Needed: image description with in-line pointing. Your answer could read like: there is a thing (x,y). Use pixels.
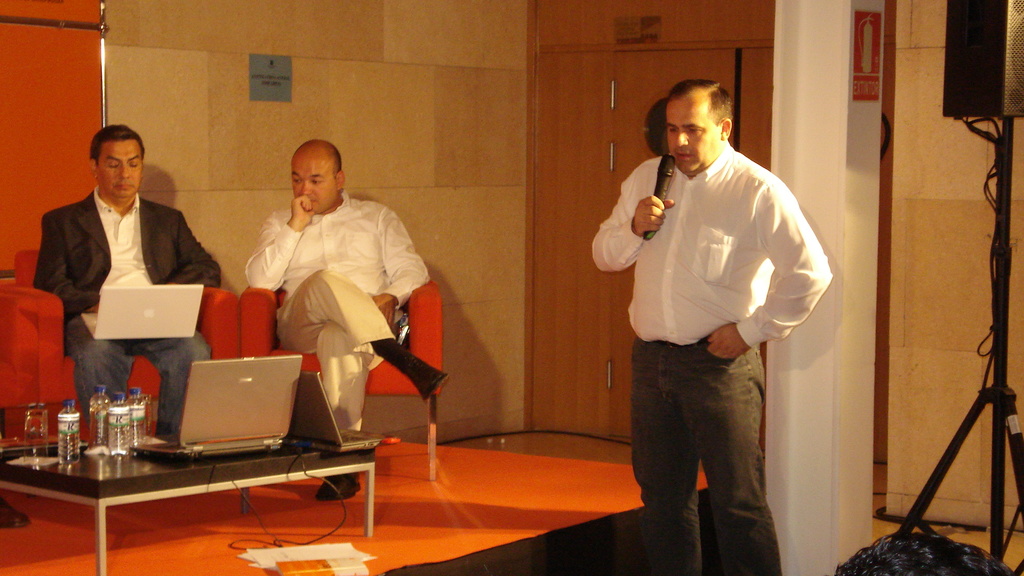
In this image person (666,278) standing is holding a mike (667,167). Two persons (411,257) are sitting on chairs (44,357). There is a table (10,466) having laptops (160,452) and bottles (103,440) on top of it. Door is at middle of image (575,209) and right side (1005,152) there is a sound speaker (1019,6) having stand (995,534).
